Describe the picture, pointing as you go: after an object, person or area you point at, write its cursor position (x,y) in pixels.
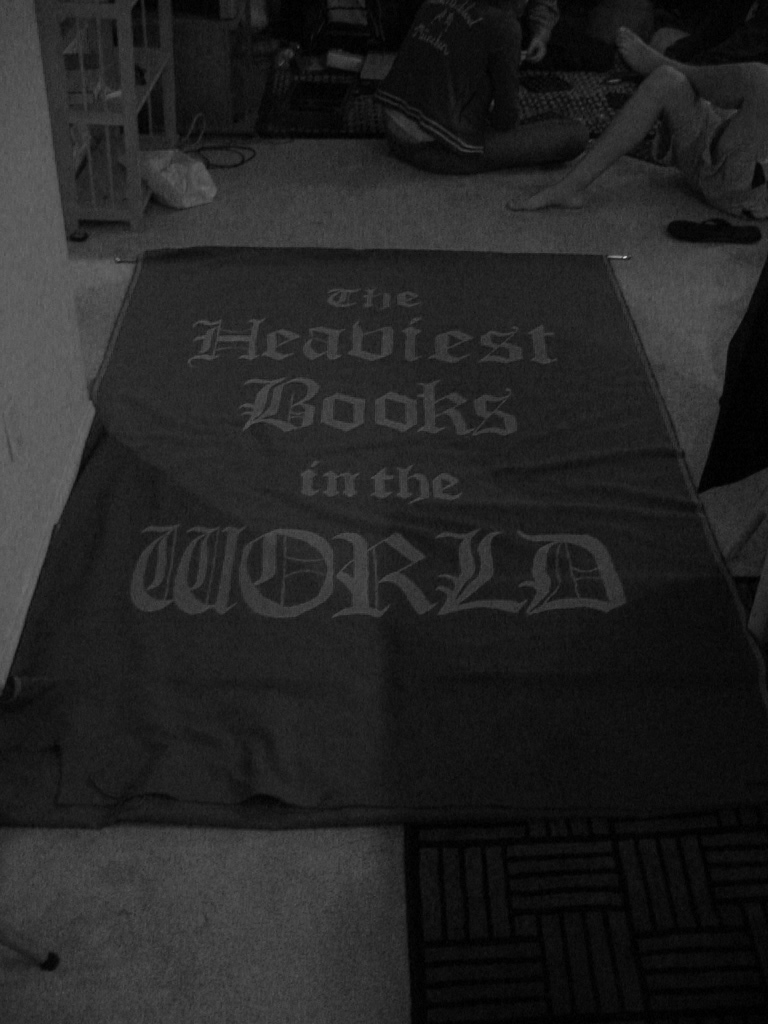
In the foreground of this image (518,914), there is a mat (593,903), a banner (488,526) with some text (352,539) and at the top (546,109), there are few people (468,84), objects (306,115) and a rack (121,159).
